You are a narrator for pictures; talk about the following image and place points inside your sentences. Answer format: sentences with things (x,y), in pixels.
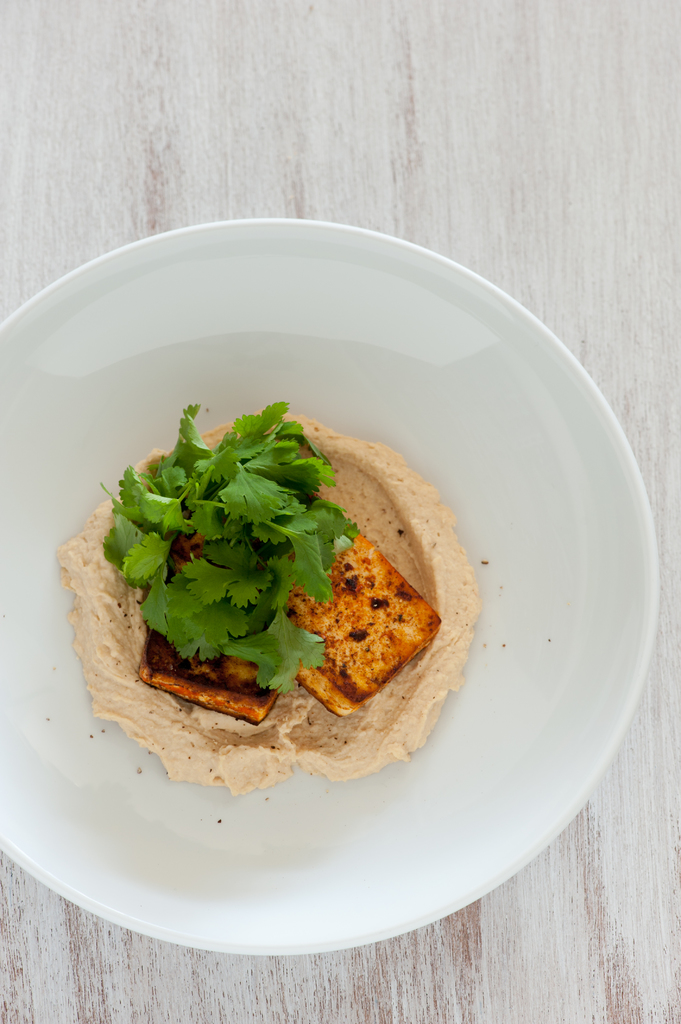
In this picture I can see food (277,565) in the plate (429,250) and a table (14,983) in the background (304,137).
